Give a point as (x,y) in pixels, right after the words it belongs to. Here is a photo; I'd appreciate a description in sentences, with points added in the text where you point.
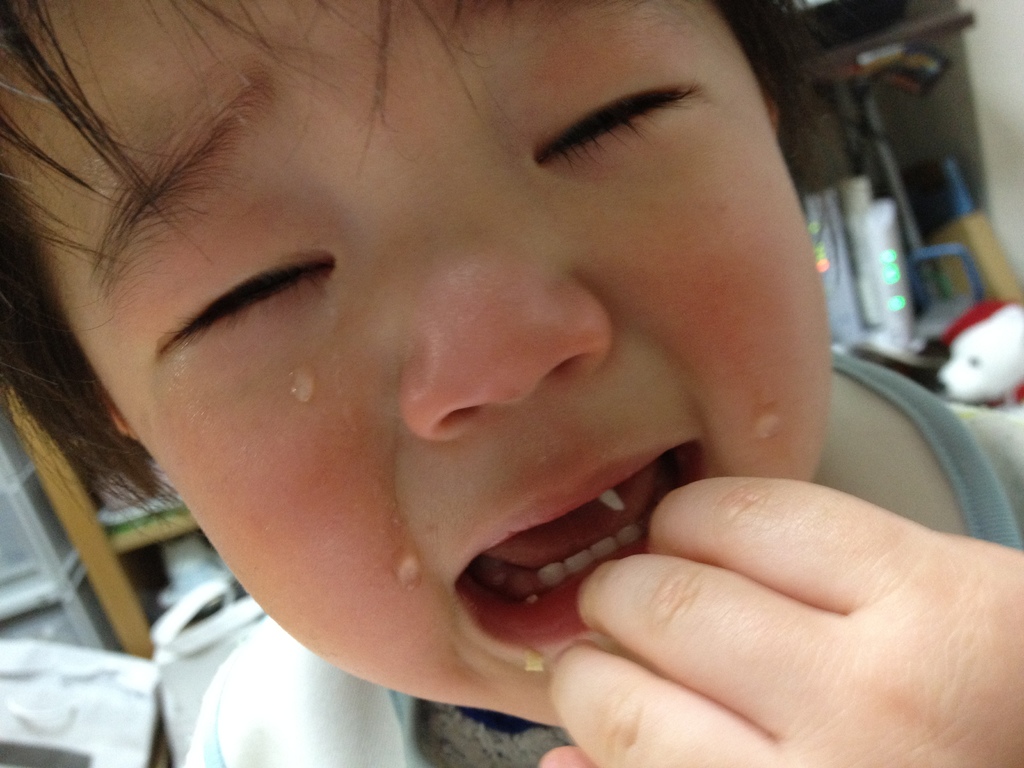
This baby (726,532) is crying. Background (1004,366) it is blur. We can see rack (92,508), teddy (954,379) and things (192,635).
